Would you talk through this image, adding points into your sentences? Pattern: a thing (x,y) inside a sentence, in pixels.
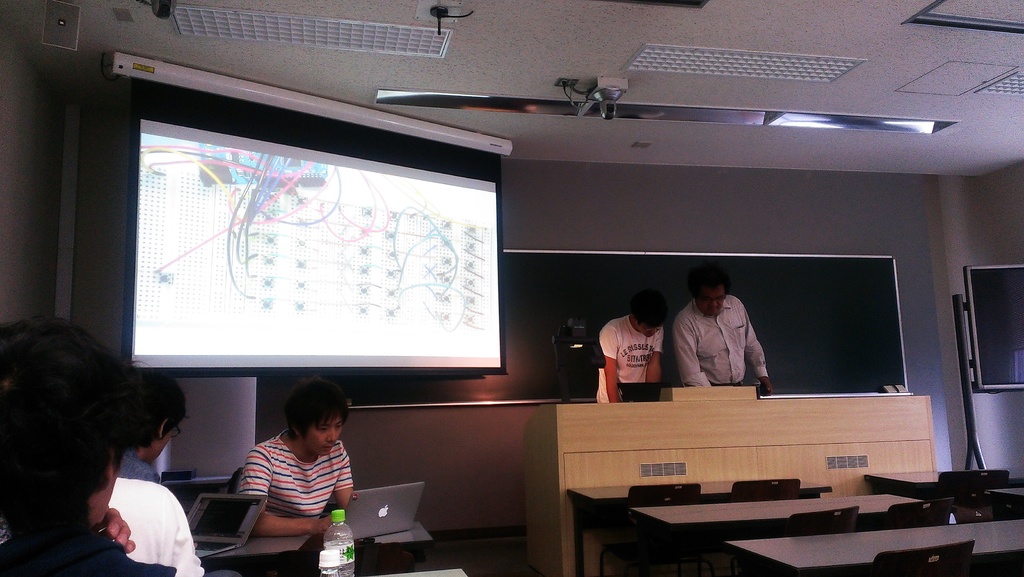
This is a picture taken in a room (485,395), there are a group of people (105,421) sitting on chairs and working in their laptop (253,498). In front of these people (282,460) there are two person (639,362) are standing behind the podium (712,428). Background of these people (704,340) is a projector screen (409,279) a black board (561,274) and a wall (910,328). There is ceiling (824,83) on the top (694,63).
